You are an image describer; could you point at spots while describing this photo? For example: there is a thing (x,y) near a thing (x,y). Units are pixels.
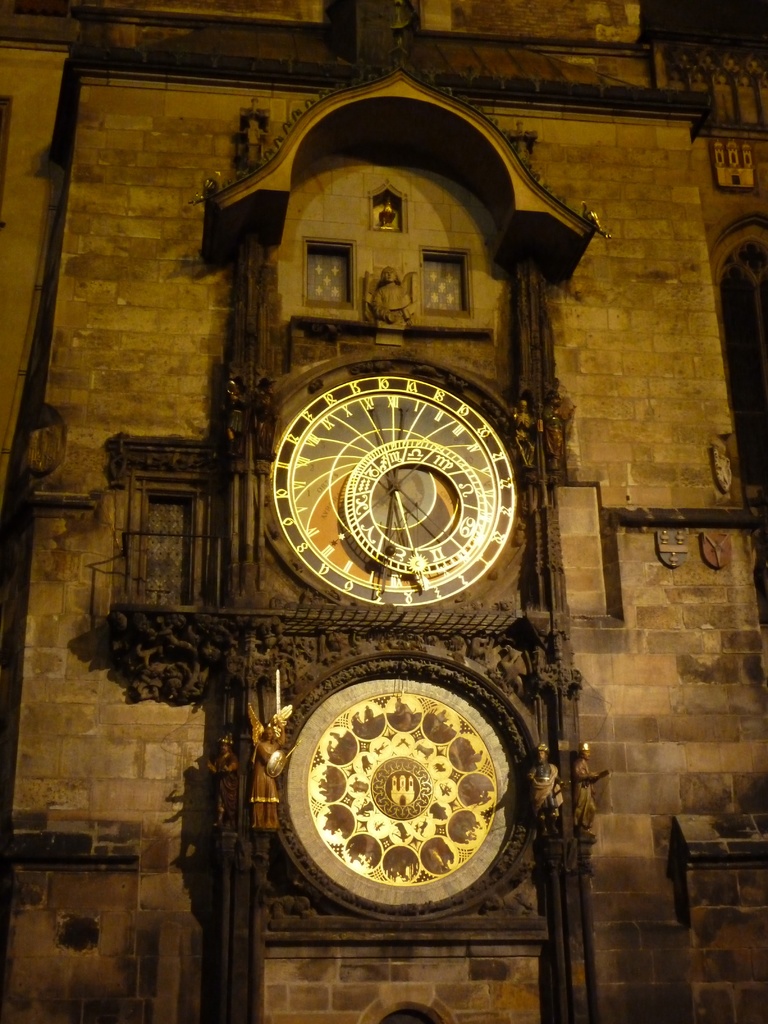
In this picture it looks like a clock (409,603), in the middle (397,593). I can see few dolls (385,296) on the wall (470,342).
